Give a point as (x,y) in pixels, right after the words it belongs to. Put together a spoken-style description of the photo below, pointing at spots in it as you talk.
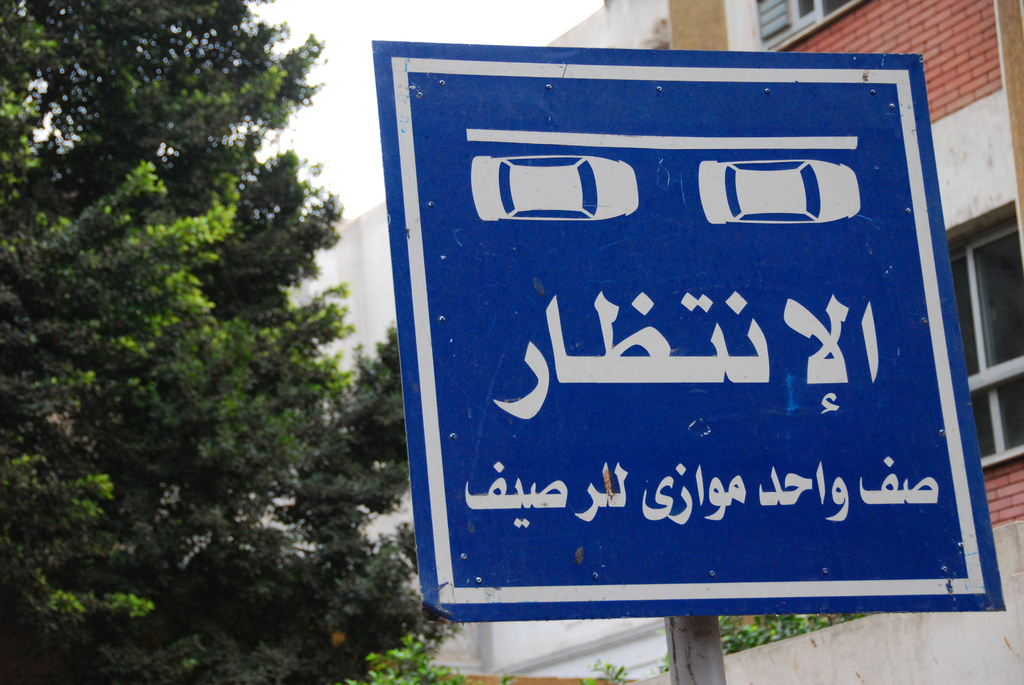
In this image I can see a board (652,432) in blue color attaches to the pole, background (966,154) I can see building (984,157) in white color, trees (89,232) in green color and sky (347,96) in white color.
